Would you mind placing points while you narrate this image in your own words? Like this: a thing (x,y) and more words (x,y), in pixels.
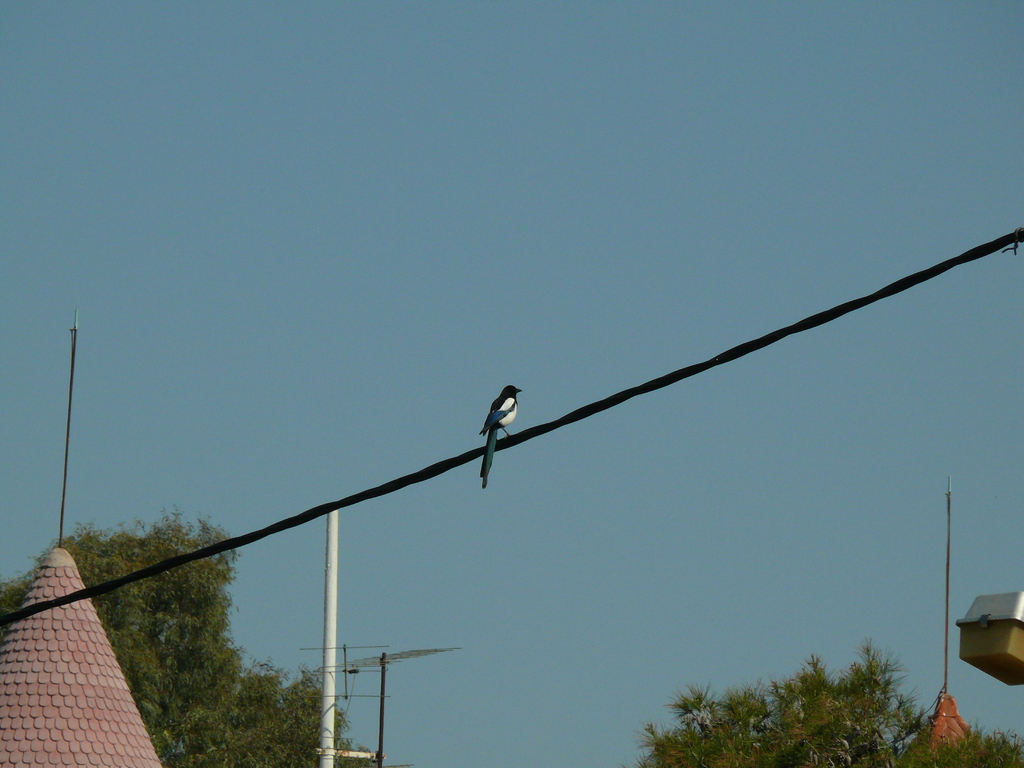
In this picture, we can see upper part of buildings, we can see trees (889,689), poles (328,614), a bird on a wire (32,607), light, antennas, and the sky (925,573).
